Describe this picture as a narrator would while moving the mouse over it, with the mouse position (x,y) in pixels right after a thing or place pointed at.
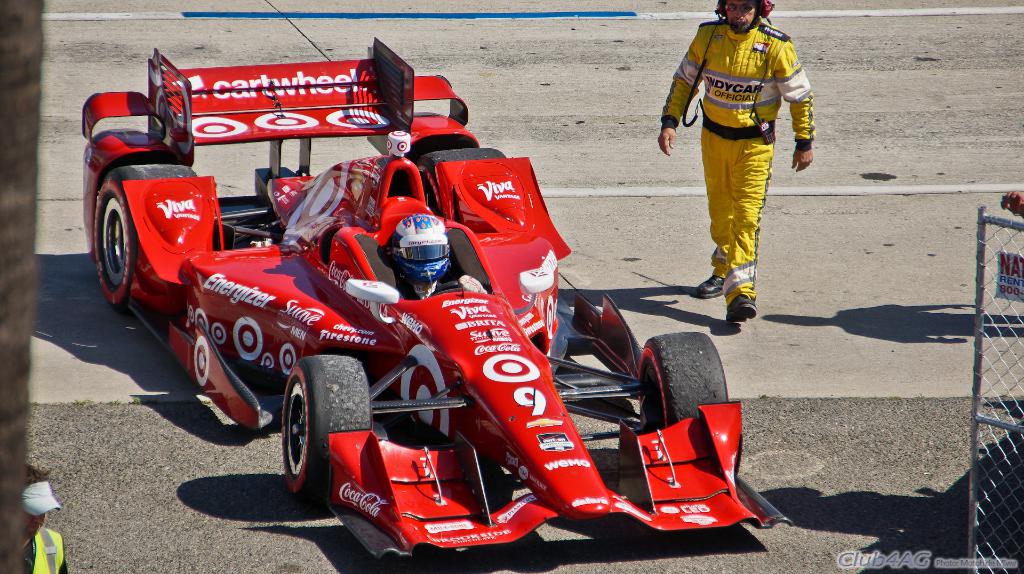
In this image in the center (631,329) there is one vehicle (477,327) and one person (408,273) is sitting in a vehicle (402,286), and there are two persons (749,130) on the right side (724,152) and left side (29,515). And also there is a net (1000,354), and at the bottom (907,487) there is road (801,560).
